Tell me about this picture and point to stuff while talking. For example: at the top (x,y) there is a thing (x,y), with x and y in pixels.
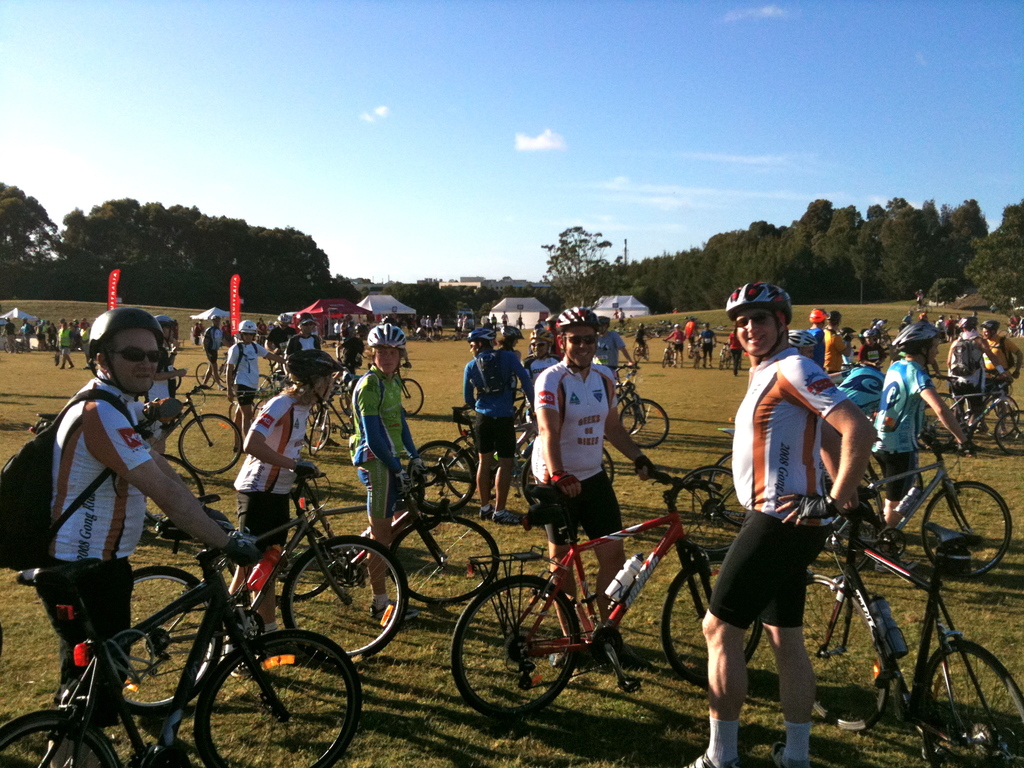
In this image I can see few person (537,460) wearing white t shirt (599,466), helmets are standing and holding bicycles (457,654). In the background (530,314) I can see few tents (544,308) which are white in color, a tent (345,316) which is red in color, few persons (295,330) standing on the ground (655,366), few trees (905,267) and the sky (605,148).
